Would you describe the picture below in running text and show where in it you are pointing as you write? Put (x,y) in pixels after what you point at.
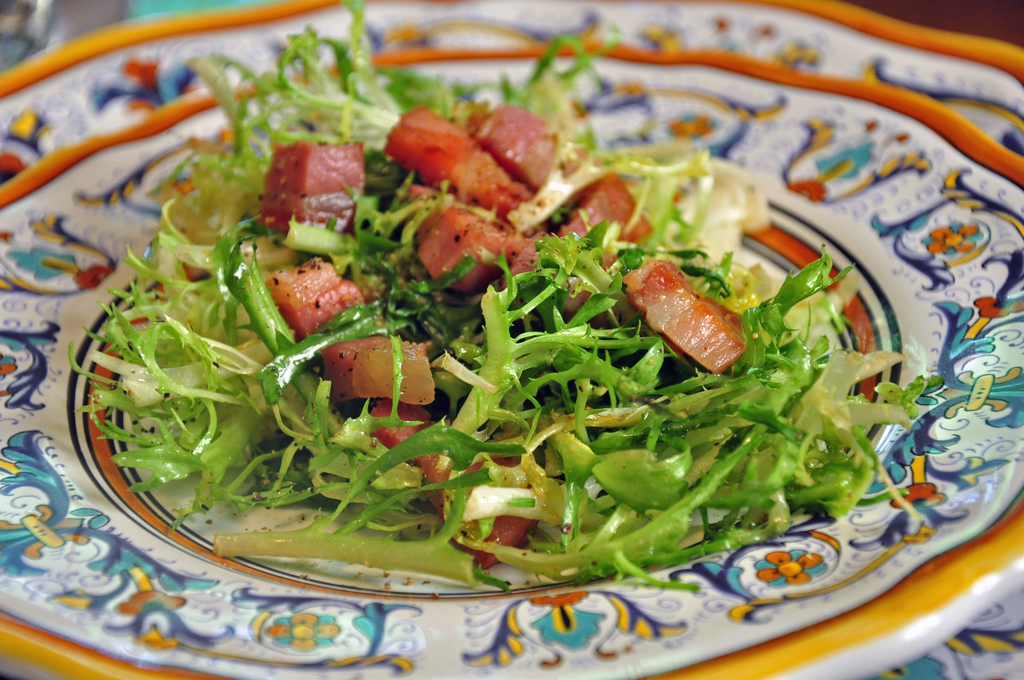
In this picture there is food (554,396) on the floral plate (731,70). At the bottom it looks like an another plate (823,40).
